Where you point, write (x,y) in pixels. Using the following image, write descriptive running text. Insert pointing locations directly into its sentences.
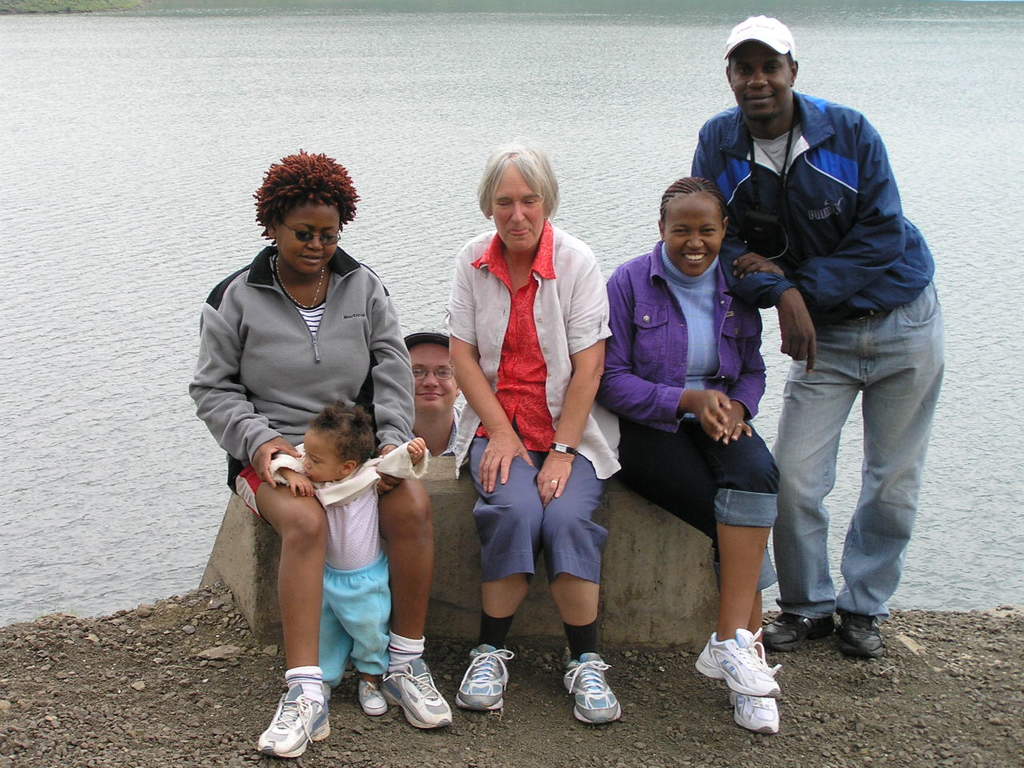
In this picture there are a few people (656,318). There are three women (515,387) sitting on the rock (455,492). Behind them there is the water (376,92). At the bottom (502,732) there is the ground (529,725).
